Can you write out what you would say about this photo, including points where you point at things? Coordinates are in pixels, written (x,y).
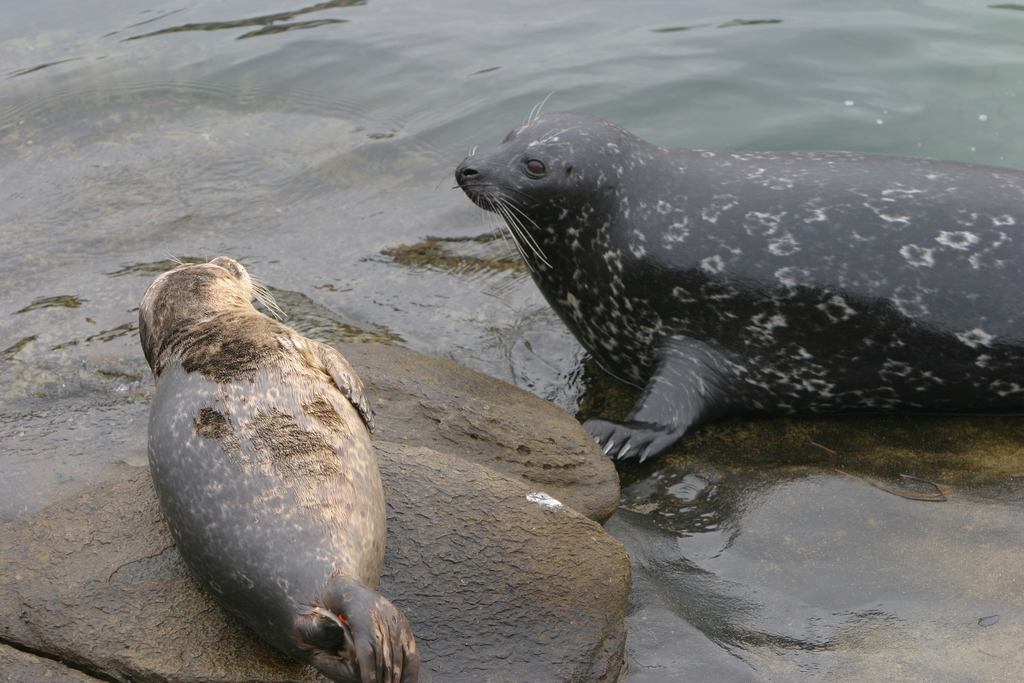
This image consists of seals (673,376). At the bottom (491,507), there are rocks (532,495). And we can see the water (827,99) in the background (655,95).
